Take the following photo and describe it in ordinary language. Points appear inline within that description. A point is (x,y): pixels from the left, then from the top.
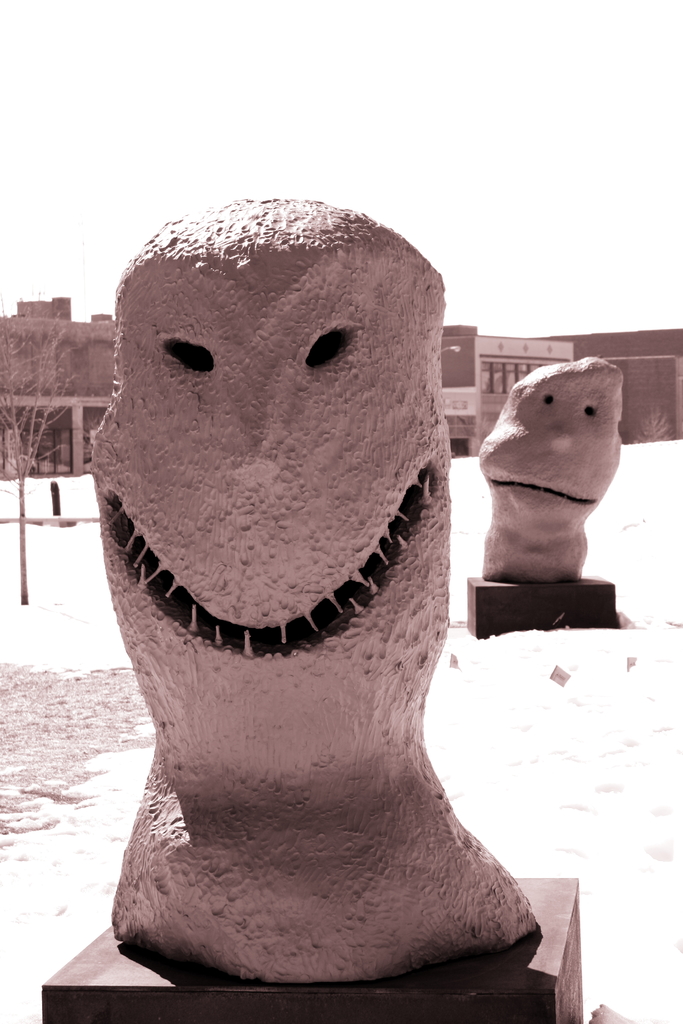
In this image we can see two sculptures (273,444), houses (74,427), also we can see a tree (8,419), and the sky (465,180).
